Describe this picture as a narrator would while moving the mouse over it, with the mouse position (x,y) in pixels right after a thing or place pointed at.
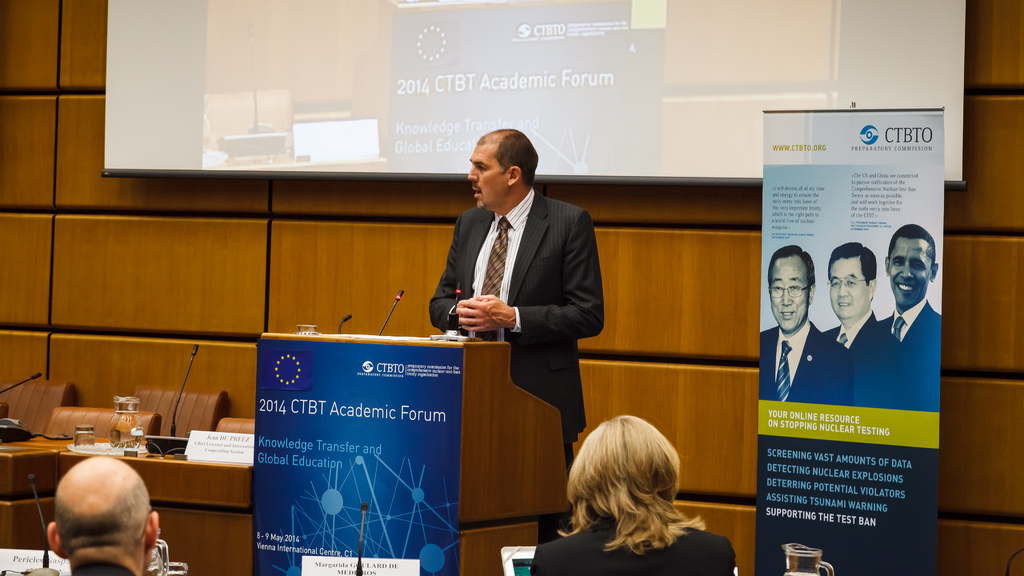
In this image there is a person (499,324) standing, in front of the person (536,371) there is a table (412,362). On the table (503,380) there are three mics (434,335), in front of this person (483,327) there are another two persons (681,559) sitting, in front of them there is a monitor (527,564) and mic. On the left side of the image (47,412) there are few chairs (103,418) and table (35,439). On the table (47,444) there are few mics (148,438) and some other object (133,450). On the right side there is a banner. In the background (220,286) there is a screen (410,133) and a wall (256,207).
